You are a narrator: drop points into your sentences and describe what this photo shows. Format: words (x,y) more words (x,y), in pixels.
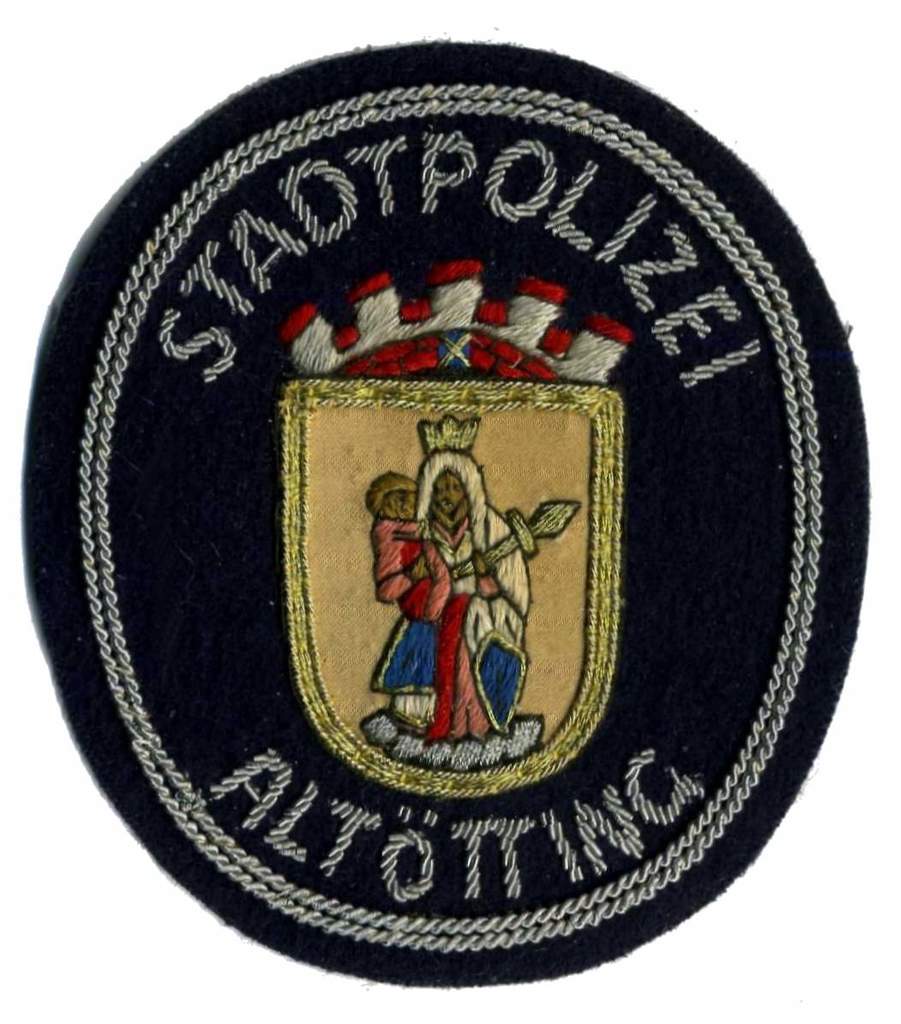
In this image there is a logo (536,650). In the logo (447,523) there is a woman (439,566) who is holding the kid (395,533).
